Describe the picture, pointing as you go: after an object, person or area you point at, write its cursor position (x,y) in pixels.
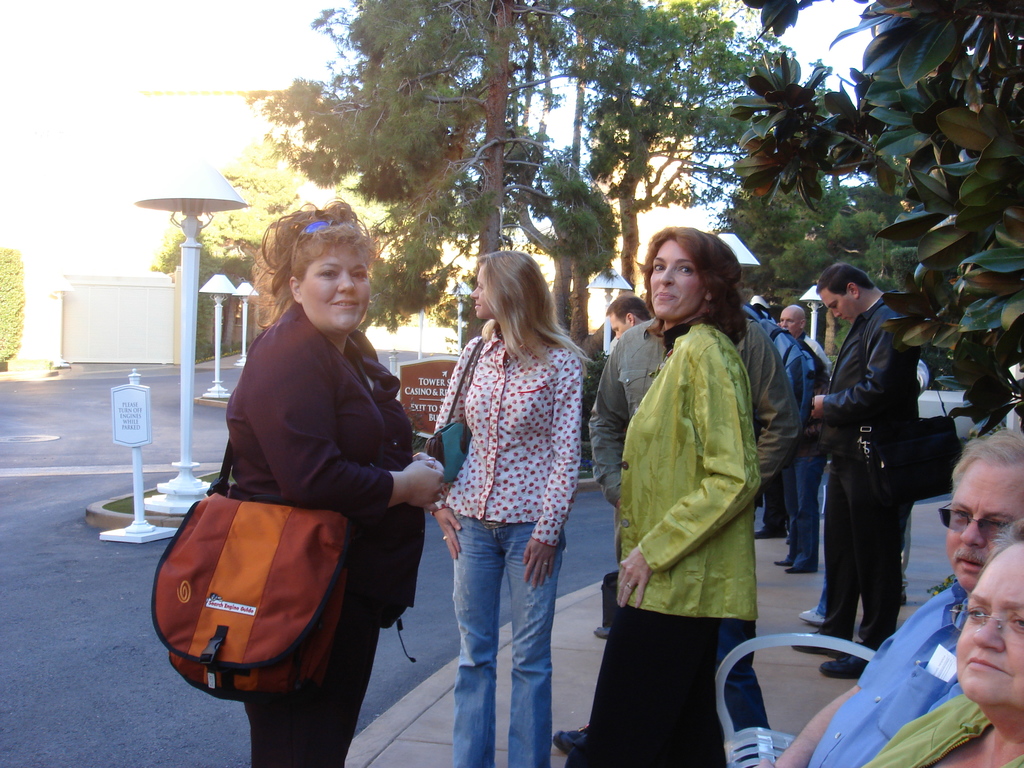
This is the picture of a place where we have some people (311,233) standing to the sides and among them there is a lady (361,552) who is wearing the backpack (290,526) and behind there are some trees (732,70) and poles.
